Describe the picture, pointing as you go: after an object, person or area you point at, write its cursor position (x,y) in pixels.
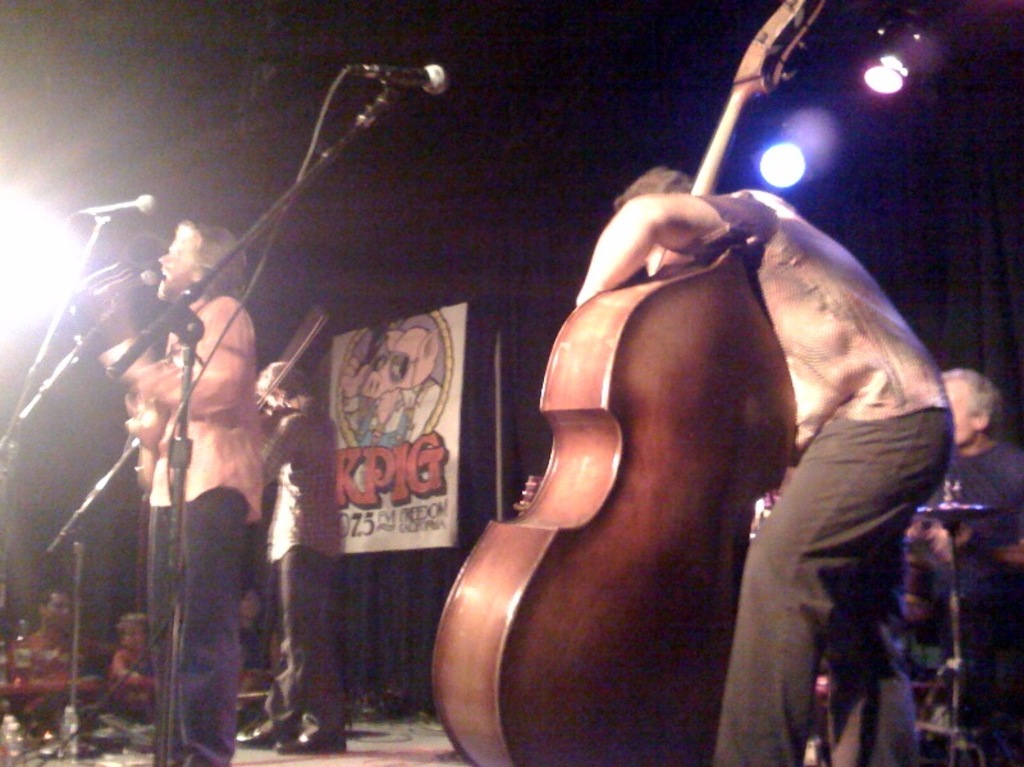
In this image i can see few people (207,609) standing on the stage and holding musical instruments (556,604) in their hands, i can see microphones (393,80) in front of them. In the background (77,430) i can see few people (56,602) sitting in front of musical instruments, a banner (356,472), few lights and the dark curtain (541,67).
